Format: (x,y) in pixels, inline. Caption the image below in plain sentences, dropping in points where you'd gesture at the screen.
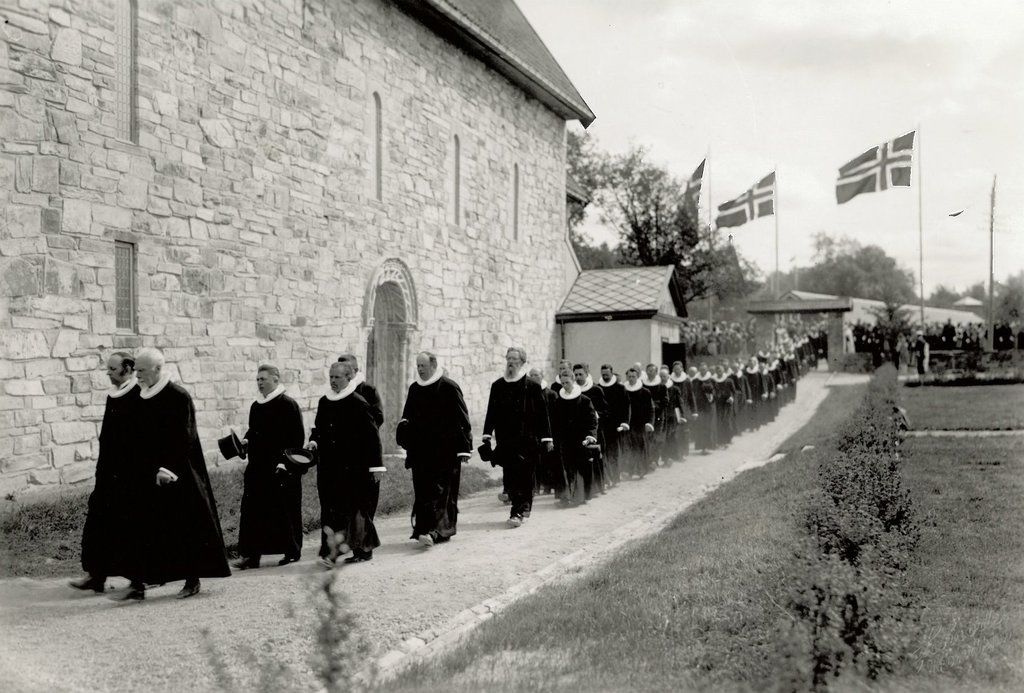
In the given image i can see a houses (204,33), flags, trees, people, plants (837,532) and grass (665,529).
